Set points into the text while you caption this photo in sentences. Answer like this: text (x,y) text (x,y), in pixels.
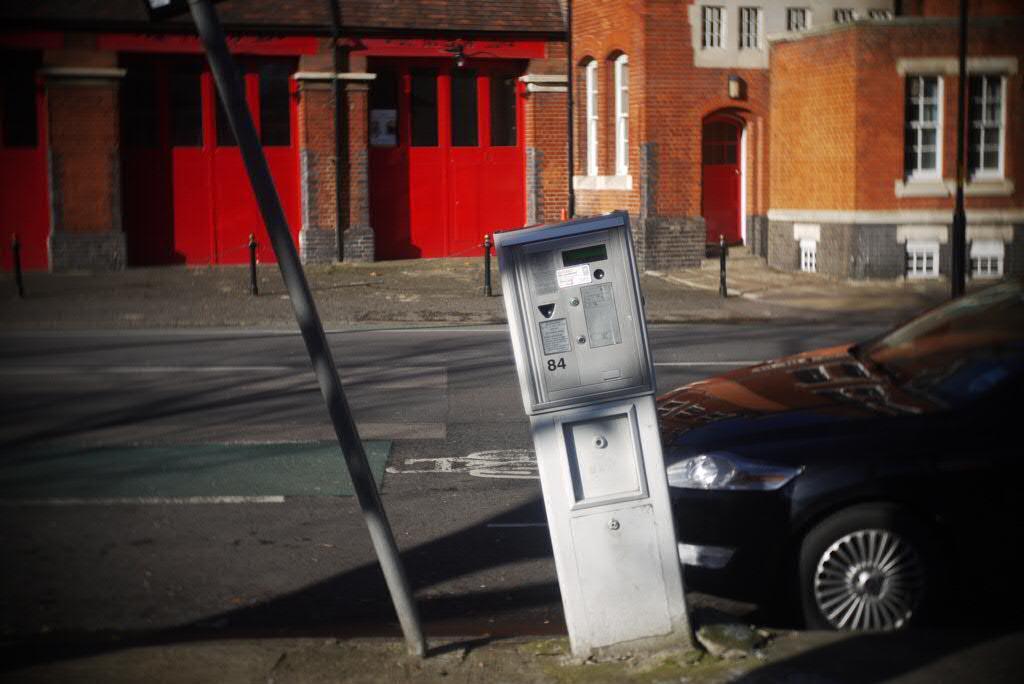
This is a road (309,473) and there is a car (968,574). Here we can see poles (959,283), buildings (659,206), doors (722,206), and windows (932,162).
